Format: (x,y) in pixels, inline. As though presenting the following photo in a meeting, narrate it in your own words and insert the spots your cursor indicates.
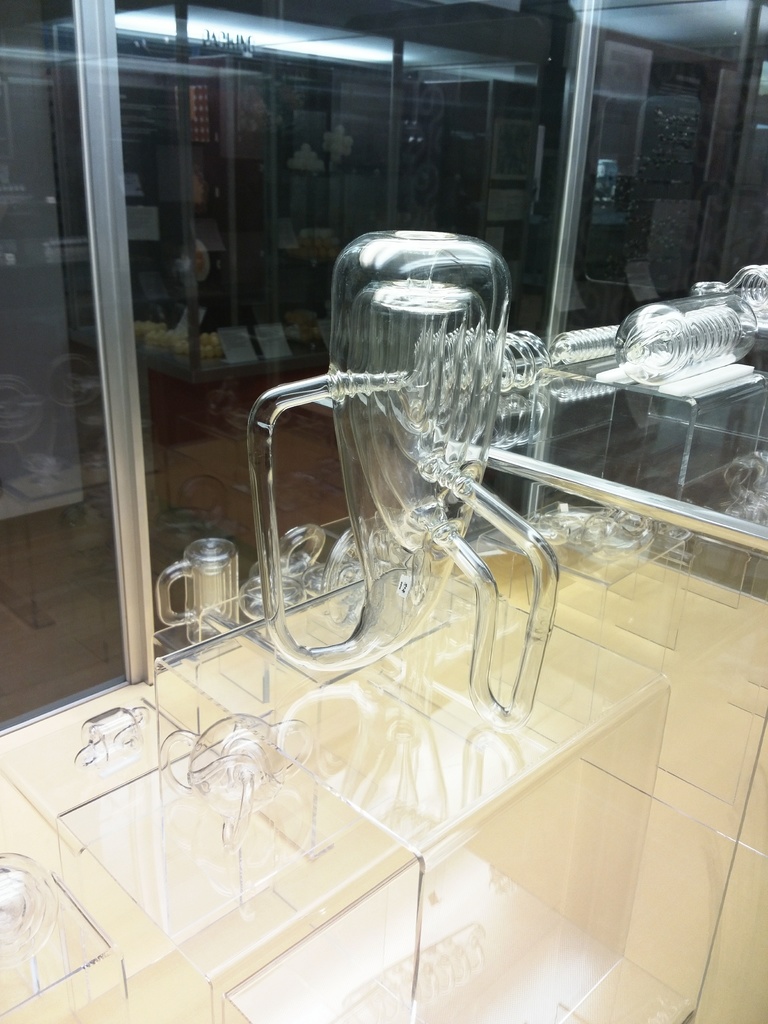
In this picture I can see there is a glass utensil (540,540) and it is placed on a surface (321,878) and in the backdrop (189,304) there is a glass window (538,253).
